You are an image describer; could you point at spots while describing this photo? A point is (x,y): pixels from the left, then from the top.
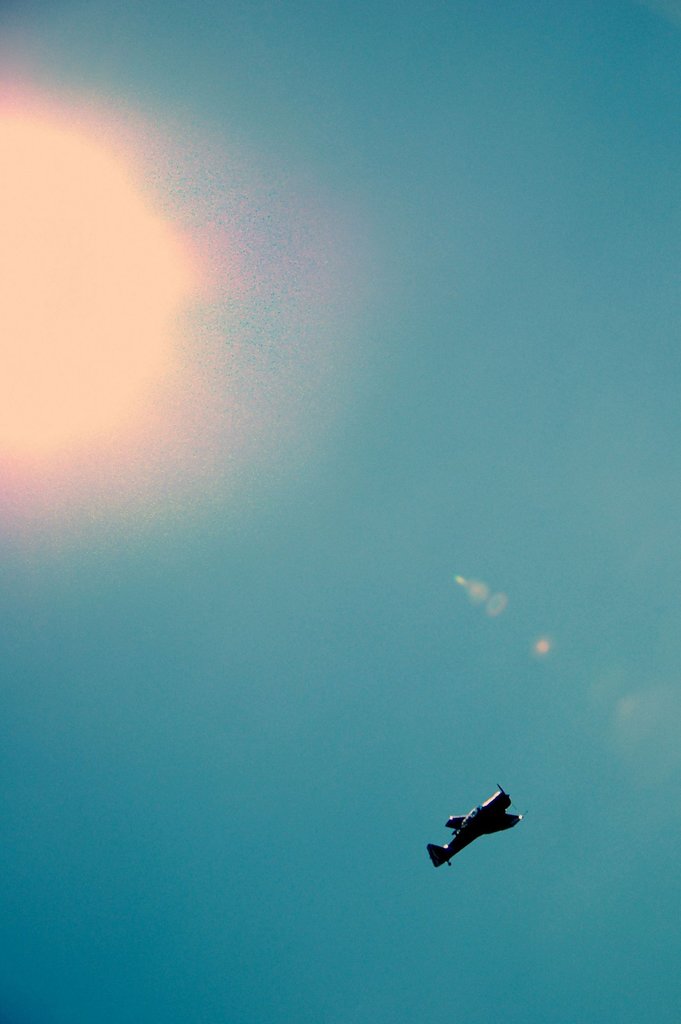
In this picture we can see an airplane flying and we can see sky (236,931) in the background (310,493).
